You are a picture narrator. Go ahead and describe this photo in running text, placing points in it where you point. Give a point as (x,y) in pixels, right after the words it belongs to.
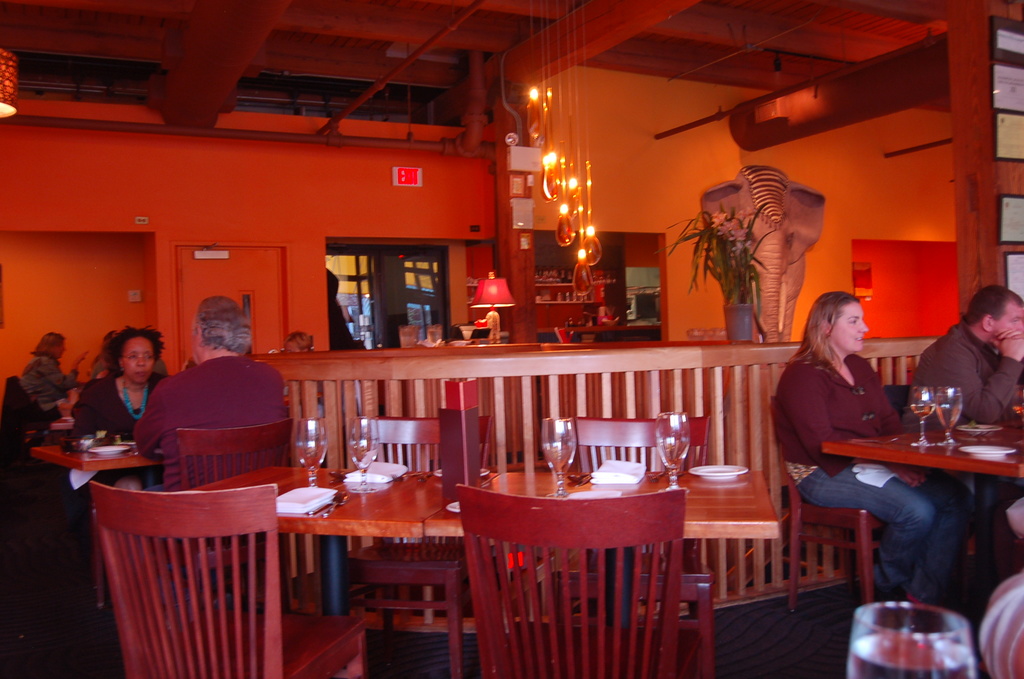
This looks like a restaurant (451,412). There are chairs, tables (390,494), glasses (319,459), spoon (335,501), knife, tissue papers (319,503) on the table (419,494). On the left (34,391) there are few people (174,449) sitting on the chair (10,391). Here on the right (855,376) there is a woman (835,371) and man (951,379) sitting on the chair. In the background (395,293) we can see a door (441,289) here, lamp (496,295), glass (430,334) and a light (545,177) hanging to the roof (566,35) and a flower plant (748,282). In the background (288,228) there is a wall (296,203) and a door (234,275).
